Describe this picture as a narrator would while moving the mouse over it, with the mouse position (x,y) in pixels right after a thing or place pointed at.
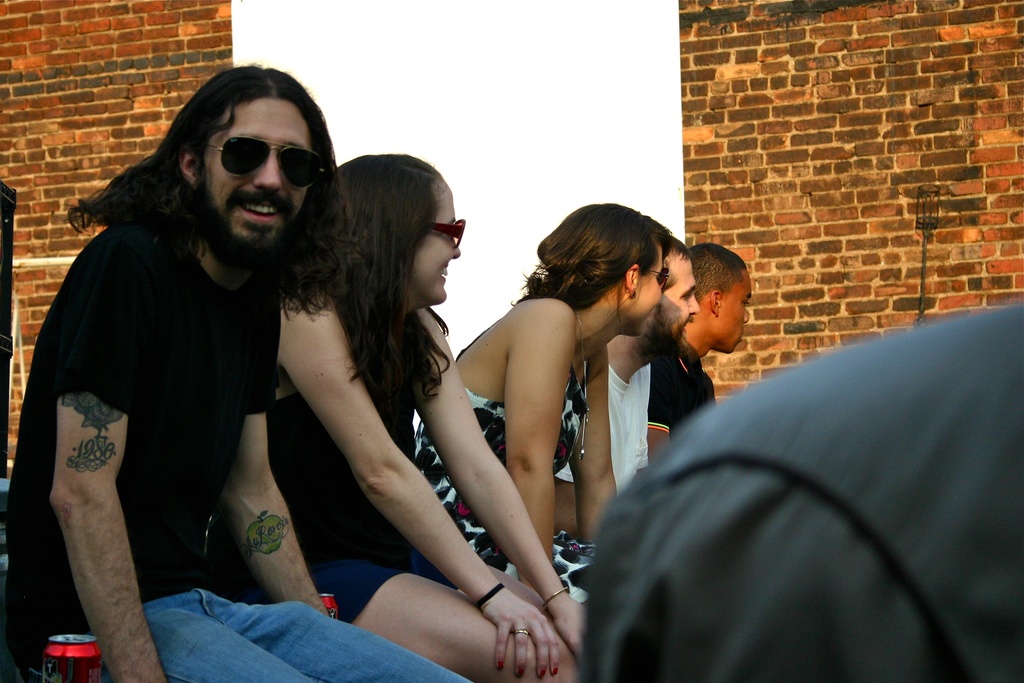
In this picture we can see a group of people (343,422) sitting. A man (190,382) in the black t shirt (184,389) is sitting and on the left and right side of the man (151,483) there are tins (71,678). Behind the people (338,414) there is a wall (151,12) with a white object (500,95).
